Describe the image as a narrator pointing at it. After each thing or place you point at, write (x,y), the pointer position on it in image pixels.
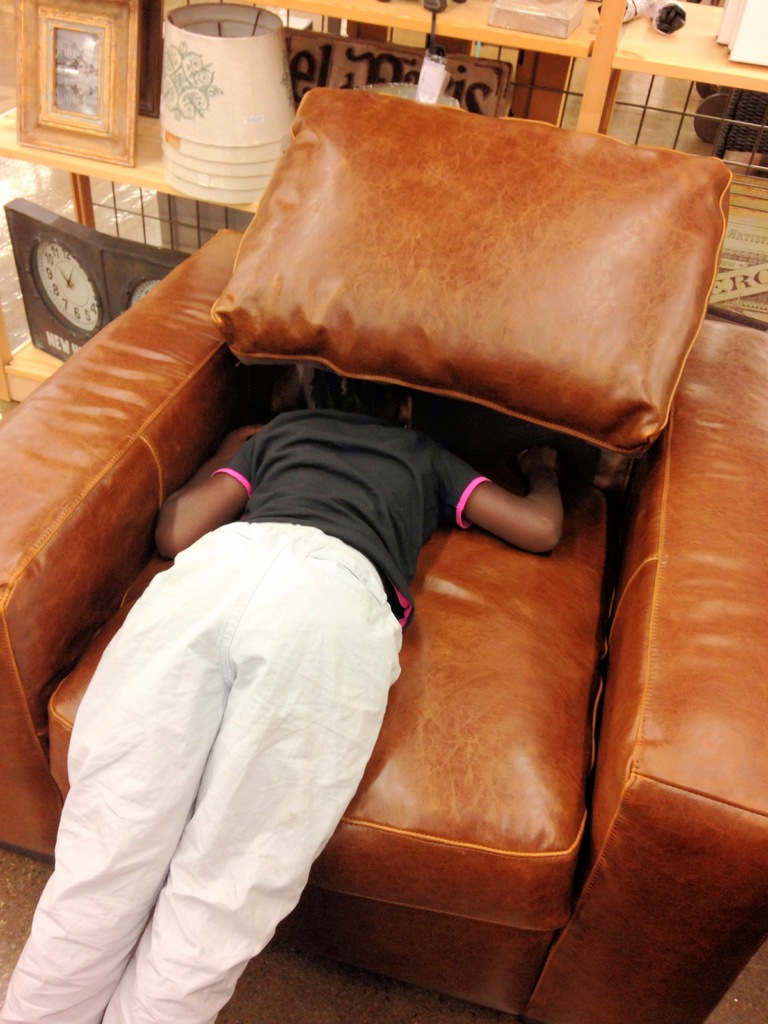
In this image i can see a person (371,596) laying on the couch (512,626), at the back ground (75,274) i can see a clock (68,264), a wooden board (138,174) and a railing (112,204).
